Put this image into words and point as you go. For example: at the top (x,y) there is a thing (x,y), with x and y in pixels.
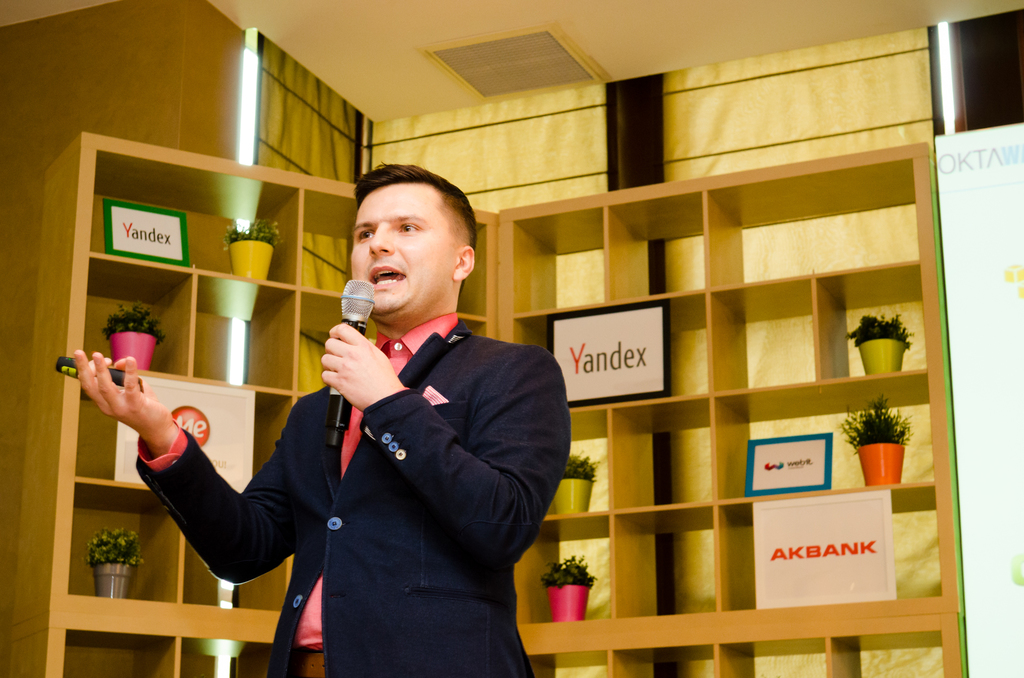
In this picture we can see a person (362,567), he is holding a mic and in the background (480,167) we can see houseplants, name frames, shelves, wall (492,174), roof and some objects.
